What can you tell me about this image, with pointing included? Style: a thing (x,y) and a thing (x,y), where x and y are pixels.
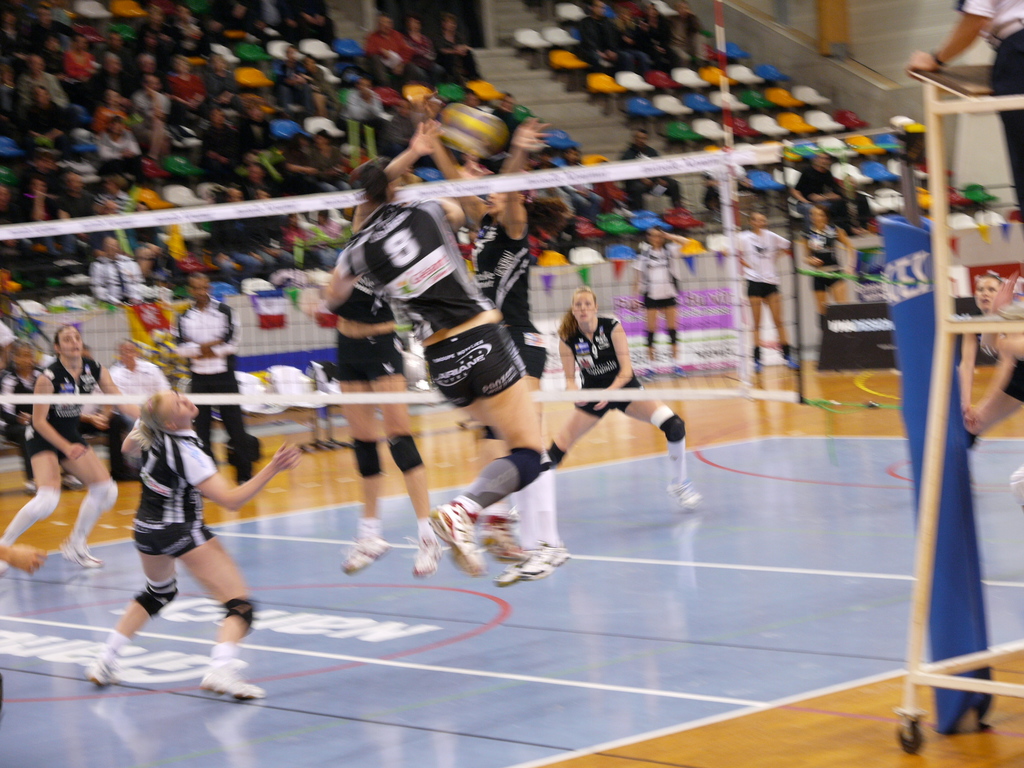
In this image I can see there are few people (49,453) playing volleyball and there are audience (272,231) sitting in the background (254,20) and the image is blurred.
